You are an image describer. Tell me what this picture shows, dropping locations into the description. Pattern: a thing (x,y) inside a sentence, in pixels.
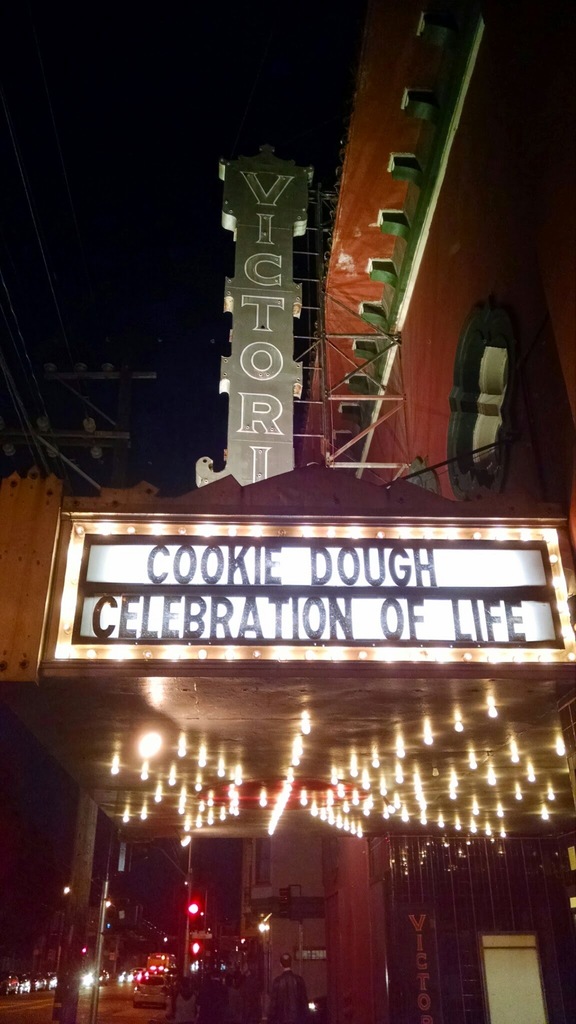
In this image we can see a building (334,600). On the building (281,570) there are names (195,555). Also there are rods (384,399). On the ceiling (278,761) there are lights (375,750). In the background (166,968) there are lights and there are few people (233,988). And there is an electric pole (57,376) with wires (28,371).
